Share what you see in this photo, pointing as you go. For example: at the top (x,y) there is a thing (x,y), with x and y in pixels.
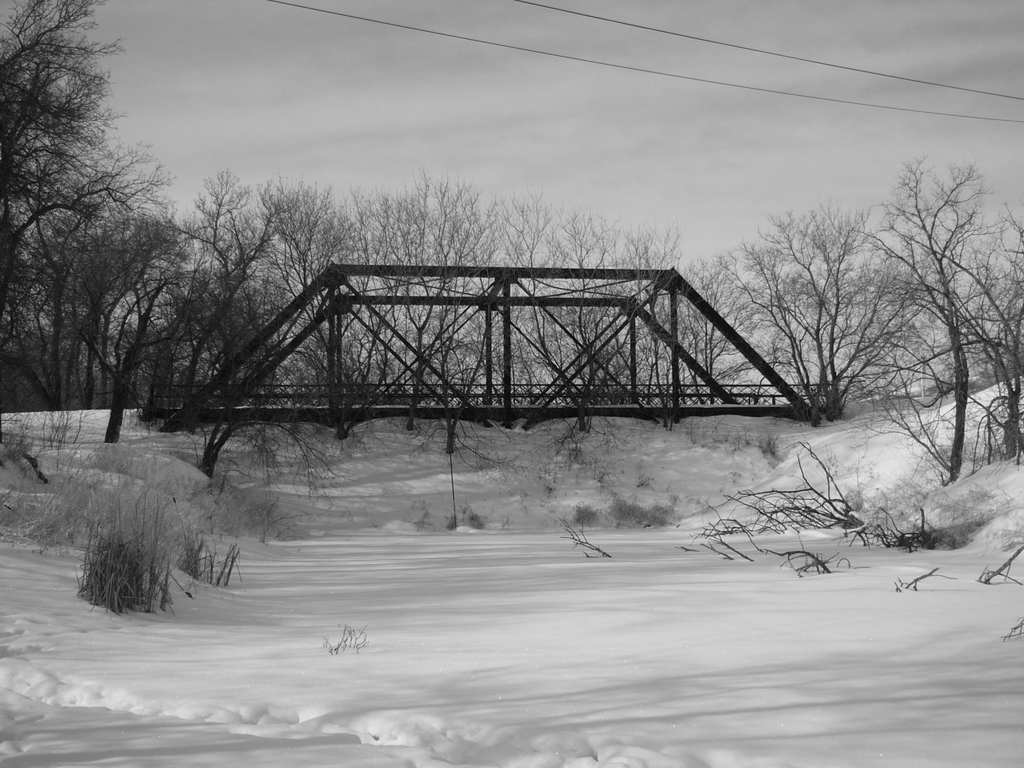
In this picture there is a bridge (604,369) in the middle of the image (646,315). At the back (779,326) there are trees (557,350). At the top (567,126) there is sky (618,106) and there are wires (765,50). At the bottom (918,730) there is snow (794,701).
